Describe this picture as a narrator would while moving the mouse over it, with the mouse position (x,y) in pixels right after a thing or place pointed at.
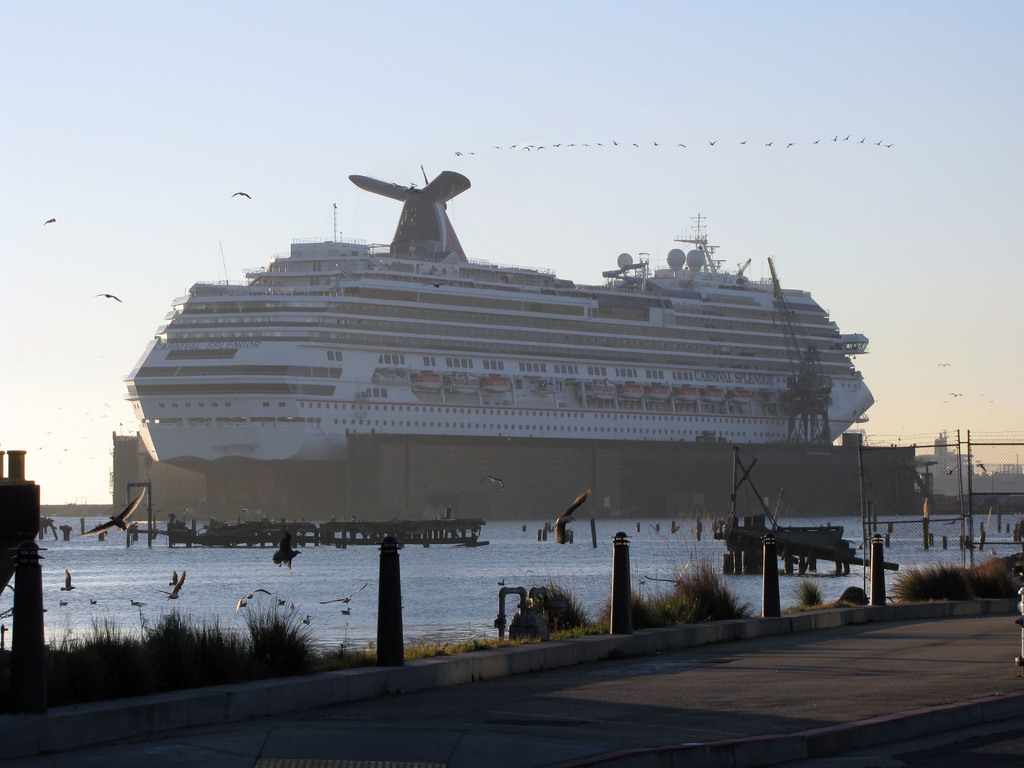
In this picture we can see big cruise ship (519,358) on the water (354,564). On the top of the ship (671,282) we can see tower (699,249) and other panels (675,255). At the bottom (555,737) road (685,716), beside that we can see grass (724,613) and fencing (1007,454). At the top (638,139) we can see birds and sky (655,111). On the left (185,517) there are poles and a pier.
